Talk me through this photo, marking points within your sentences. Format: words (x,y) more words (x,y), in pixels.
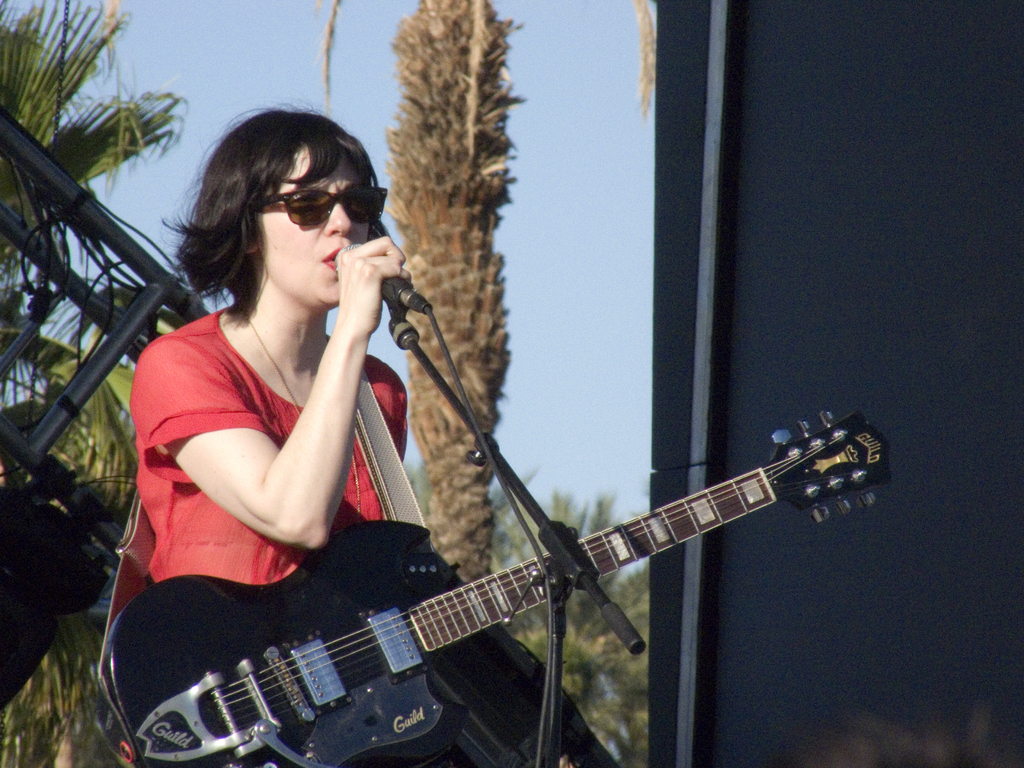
At the top (358,86) we can see sky (182,66). On the background (451,262) we can see trees (449,239). Here we can see one woman (339,418), holding a mike (392,296) in her hand (371,277) and singing. This is a guitar (398,601). She wore red color shirt (208,414) and goggles (305,222).
